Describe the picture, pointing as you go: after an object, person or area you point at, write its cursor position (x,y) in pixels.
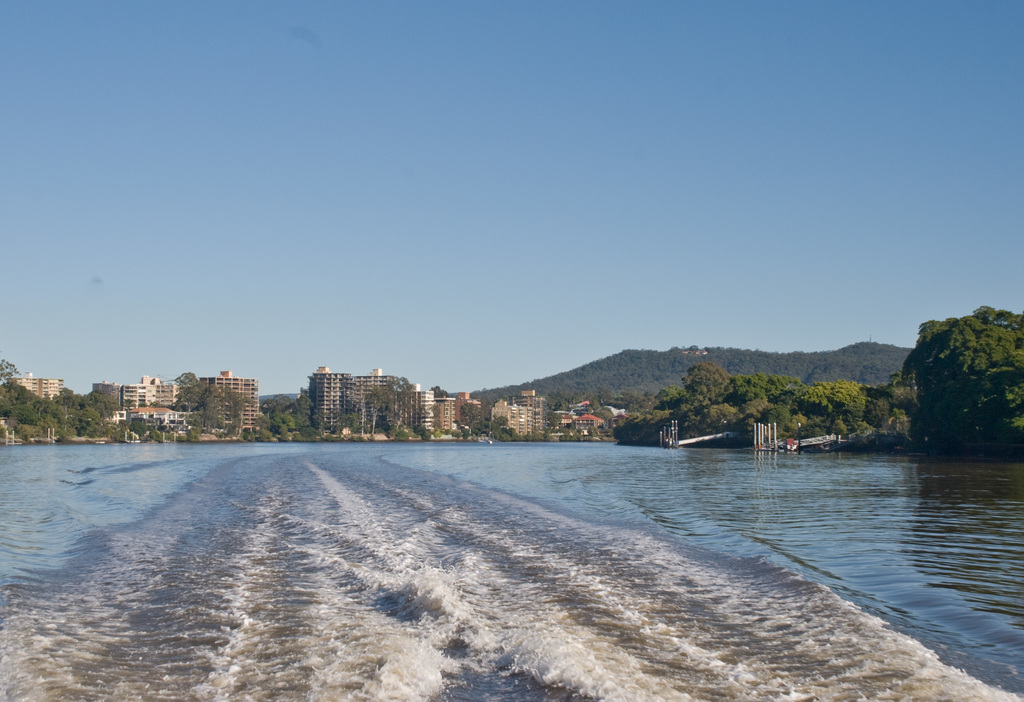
In this image there is a river (386,512) in the middle (453,463). In the background (169,393) there are so many buildings (430,393) one beside the other. At the top (479,145) there is the sky (512,159). On the right side (716,438) there are two bridges (799,448) in the water (701,452), Behind them there are hills (738,357). There are trees (114,409) in between the buildings (327,413).
